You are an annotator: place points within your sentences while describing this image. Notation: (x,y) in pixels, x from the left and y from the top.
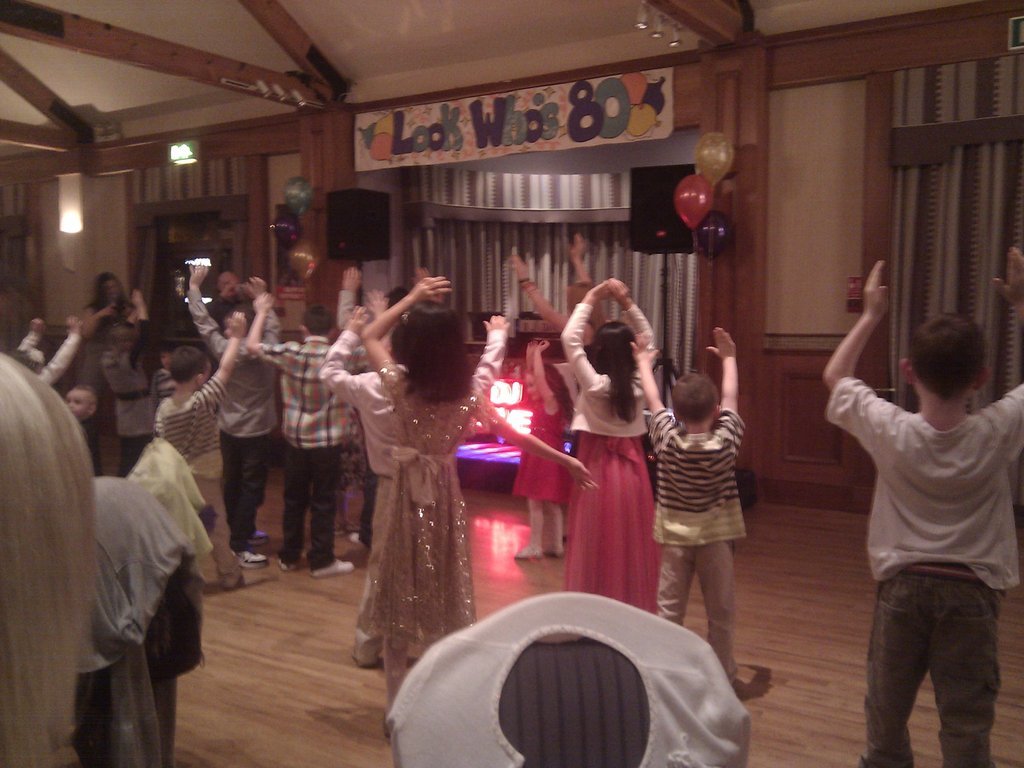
In this image we can see children (399,516) dancing on the floor (231,641) and there are two persons (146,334) standing on the floor (824,521). Here we can see clothes (139,676) and other objects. In the background (71,232) we can see wall (703,283), balloons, speakers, board (595,101), lights (177,155), and ceiling (419,56).
